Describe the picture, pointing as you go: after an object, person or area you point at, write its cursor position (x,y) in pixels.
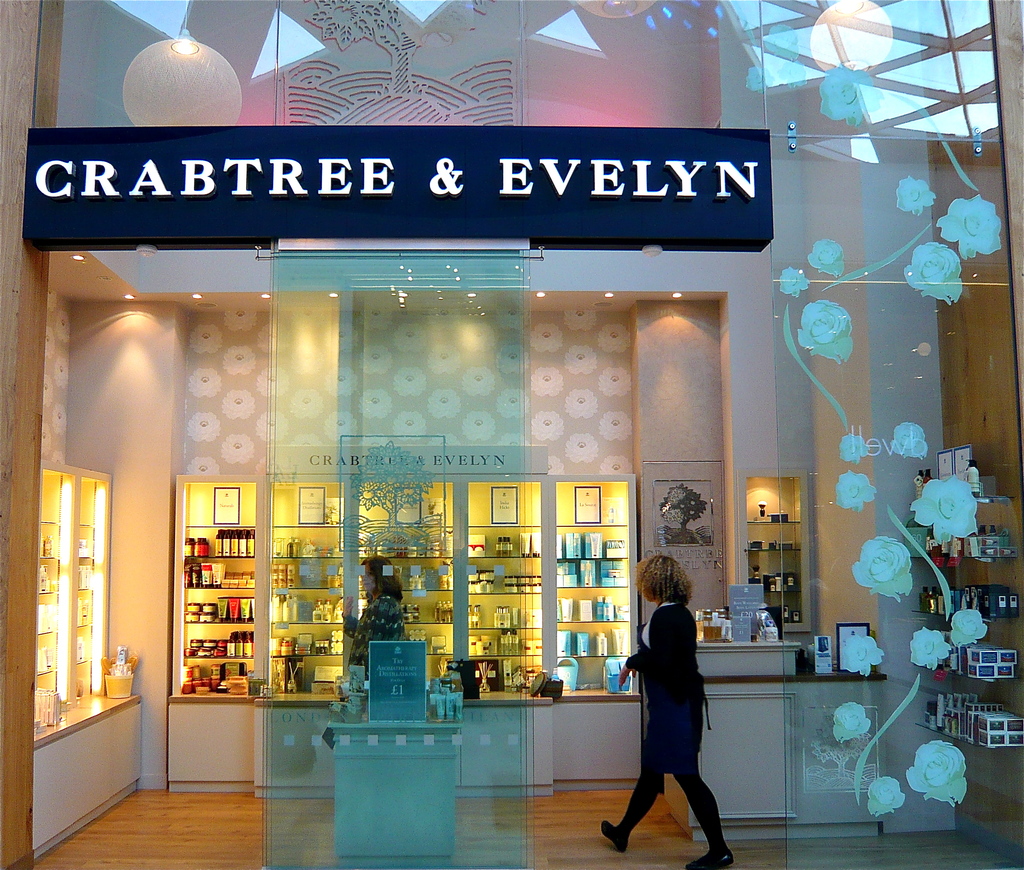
In this image I can see a woman (690,639) wearing black color dress (648,765) is walking on the brown colored surface (596,820). I can see few glass doors (381,537) with light blue colored design (935,531) on them. I can see few racks (207,559) with few bottles (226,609) in them, a blue colored board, few cream colored walls (173,395) and few boxes (1012,737) in the racks (959,699).
